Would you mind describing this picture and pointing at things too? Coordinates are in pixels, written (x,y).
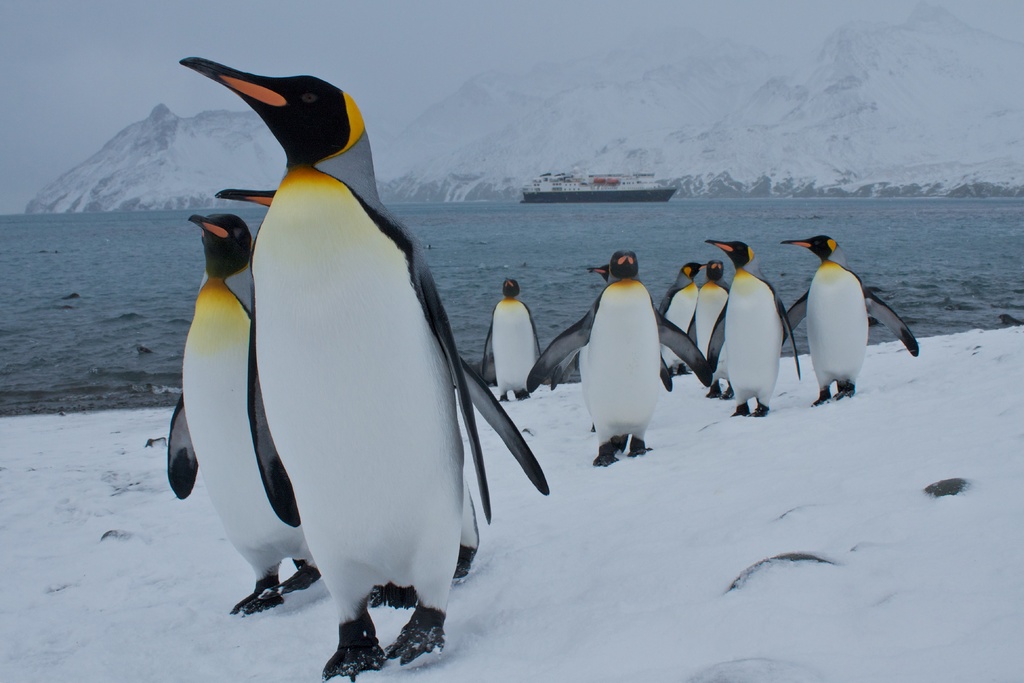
In this image there are penguins (444,427) standing on the ground (660,566). There is snow (513,575) on the ground (617,565). Behind them there is the water (451,243). There is a ship (600,179) on the water (538,277). In the background (691,97) there are mountains (428,114). At the top (179,38) there is the sky (303,22).
